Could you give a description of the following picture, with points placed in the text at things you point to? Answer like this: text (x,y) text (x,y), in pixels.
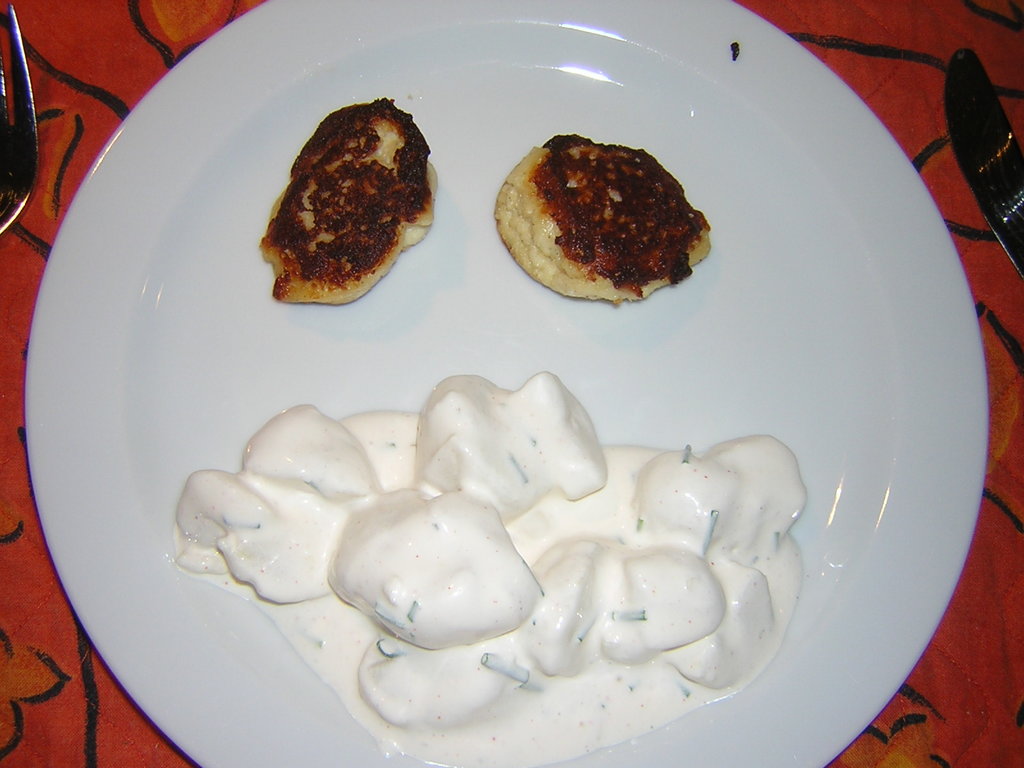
In this image I can see a white color plate (832,283) kept on the table (989,227), on the table (1022,3) I can see a fork (1,114) and a knife (965,138) and on top of the plate (161,379) I can see food (513,431).
